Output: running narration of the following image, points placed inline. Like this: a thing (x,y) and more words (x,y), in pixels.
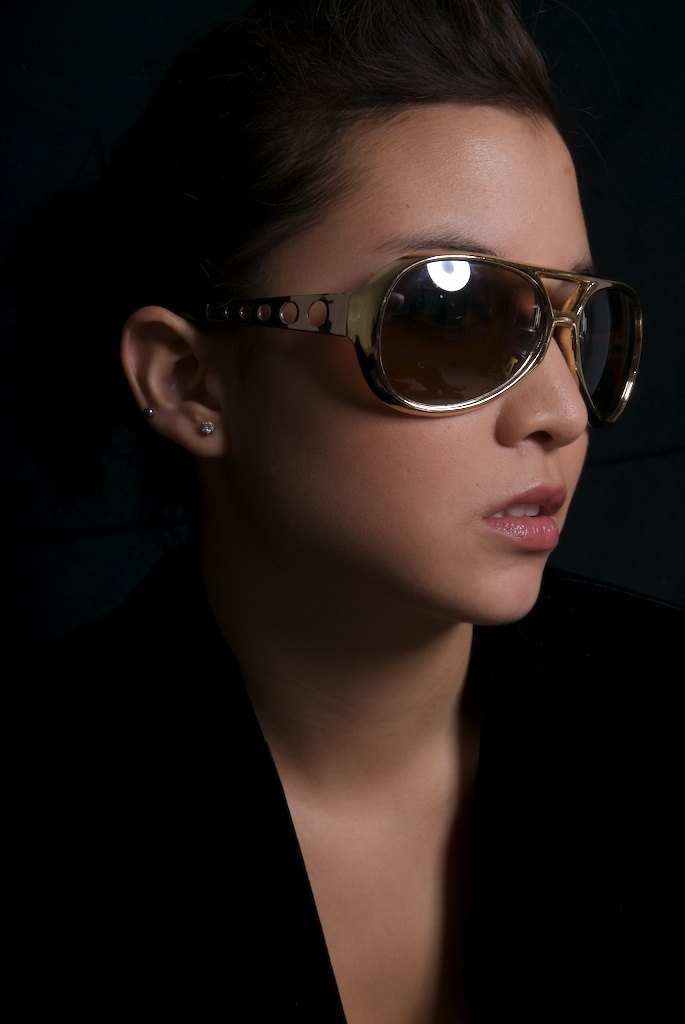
In the image we can see a woman (383,777) wearing clothes (522,840), goggles (424,350) and earring studs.
